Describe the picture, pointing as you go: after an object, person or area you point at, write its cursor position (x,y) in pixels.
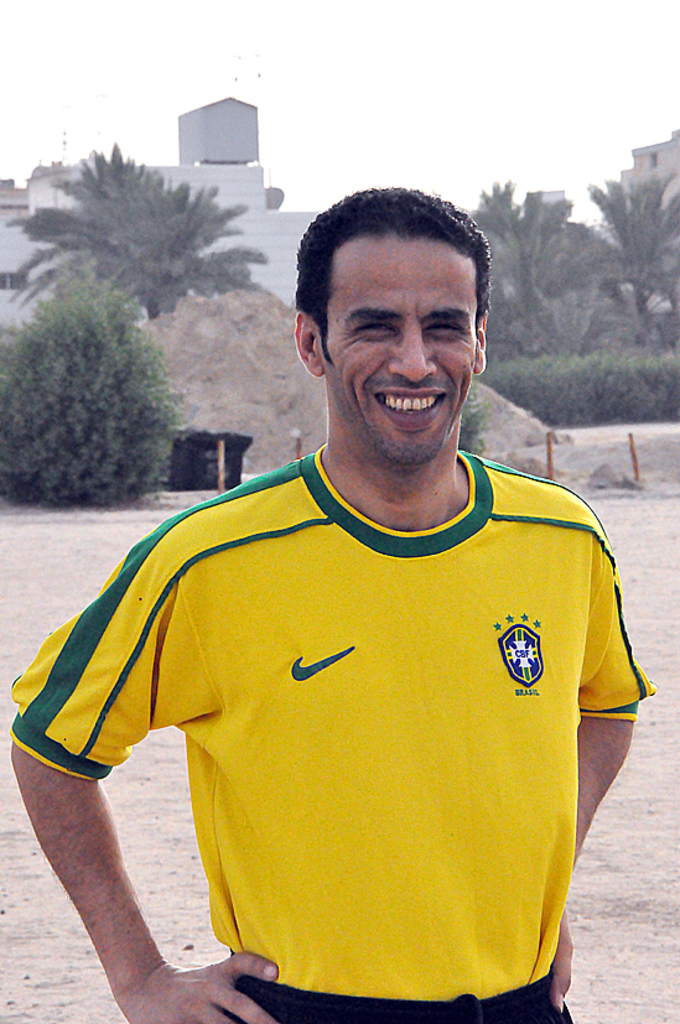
Man (445,576) in front of the picture wearing yellow t-shirt (361,794) in standing and he is smiling. Behind him, we see trees (118,247) and buildings (295,216). On top of the picture, we see sky (275,118) and on bottom (53,972), we see sand (671,916).
